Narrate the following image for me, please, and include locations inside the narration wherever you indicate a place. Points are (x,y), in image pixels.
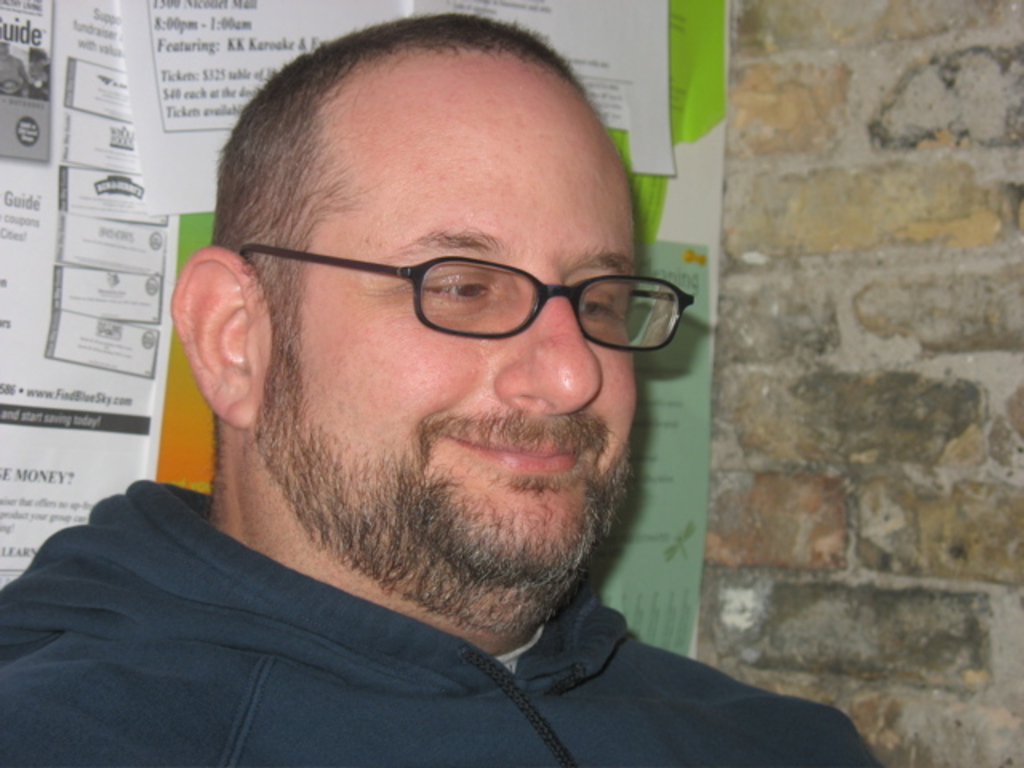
In the image a person (497,240) is smiling. Behind him there is a wall (1012,7), on the wall (63,11) there are some posters (63,11).
